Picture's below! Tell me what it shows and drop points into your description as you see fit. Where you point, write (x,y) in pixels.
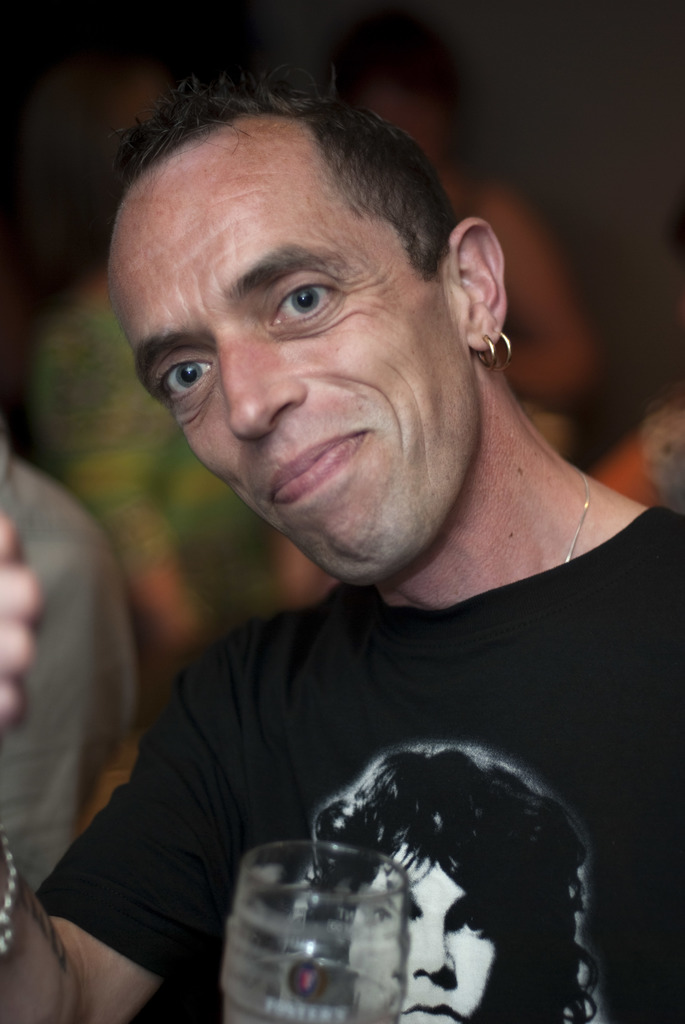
In this image I can see a group of people (374,611) and a glass (315,897). This image is taken may be in a restaurant (532,184).
